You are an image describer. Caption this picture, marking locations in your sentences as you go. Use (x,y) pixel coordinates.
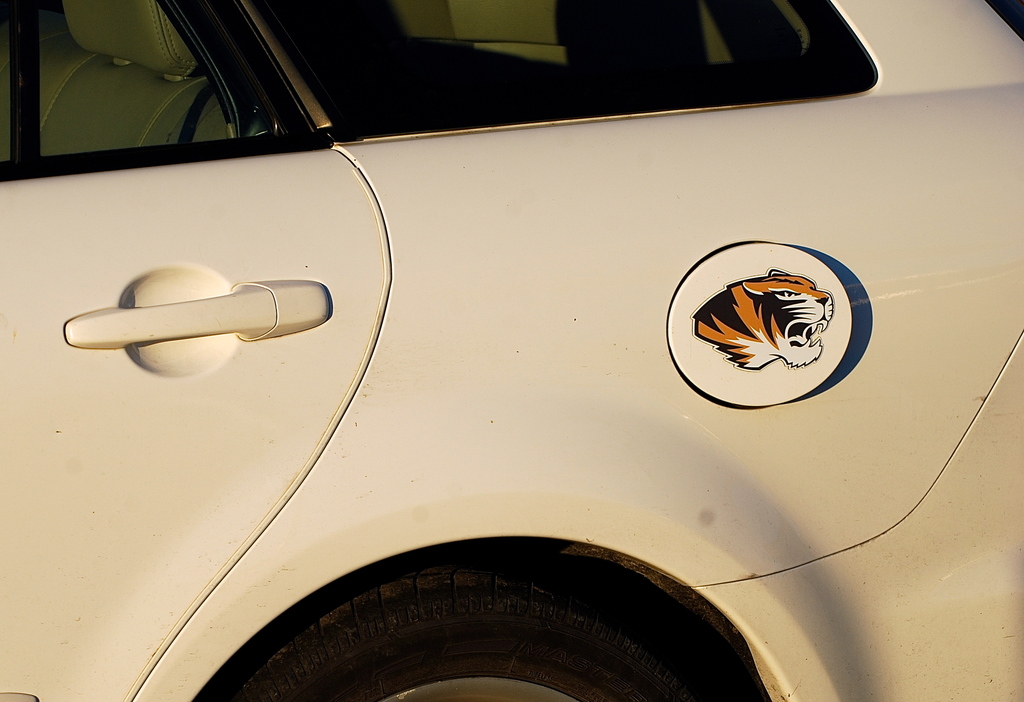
In this image there is a car (502,385).
